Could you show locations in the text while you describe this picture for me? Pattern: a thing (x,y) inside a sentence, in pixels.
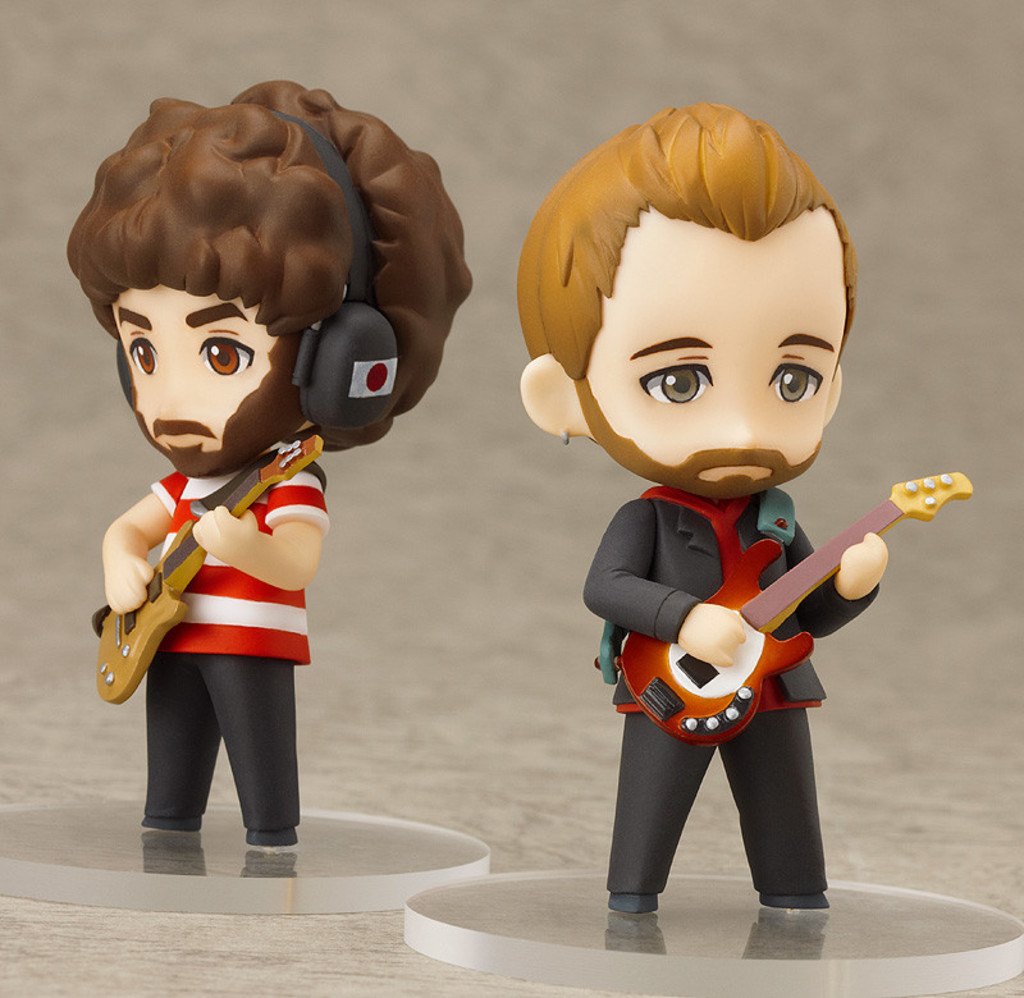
In this image I can see two toys (694,471) holding musical instruments (825,568). They are in different color. Background (549,770) is in grey and white color.
